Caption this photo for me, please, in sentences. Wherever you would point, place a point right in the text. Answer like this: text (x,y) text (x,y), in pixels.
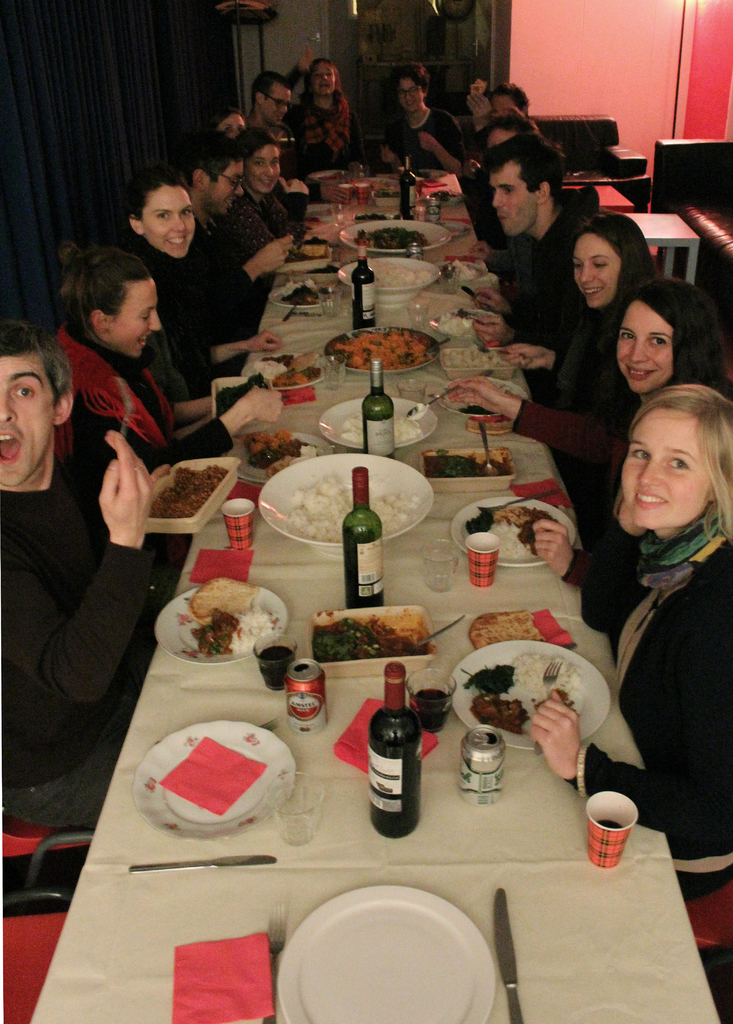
In this image we can see these people (63,383) are sitting on the chairs (16,837) near table (524,842). Here we can see bottles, tins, glasses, plates (208,747) with food items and few more things (461,312) are kept on the table (571,890). In the background (104,168), we can see the curtains (104,10) and sofas (572,141).
